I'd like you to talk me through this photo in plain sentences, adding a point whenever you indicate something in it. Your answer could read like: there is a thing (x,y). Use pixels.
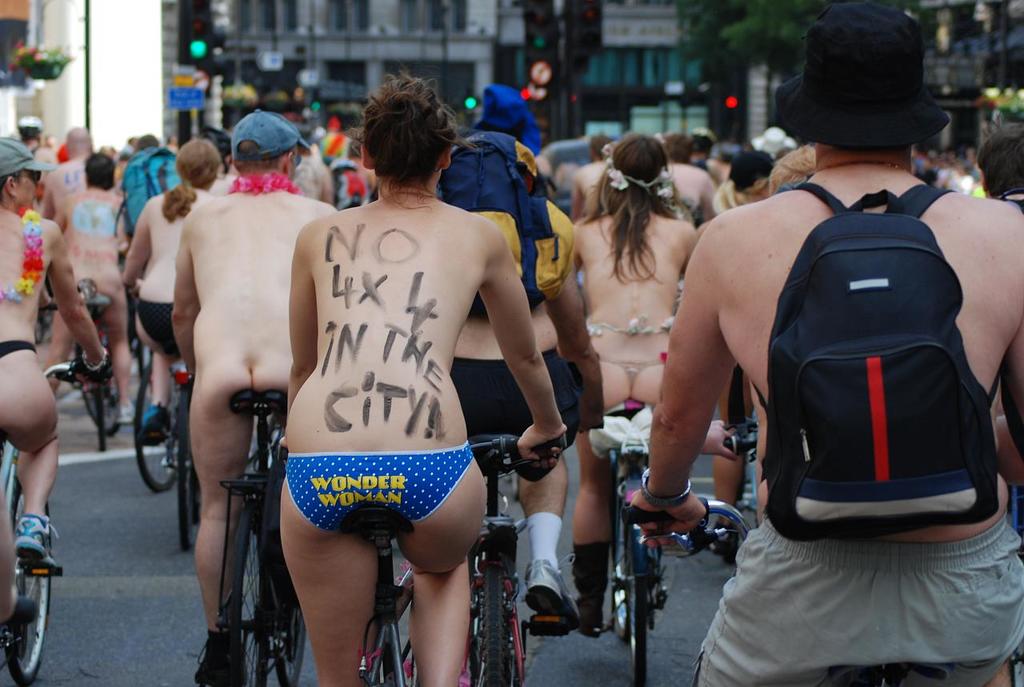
In this picture we can see a group of people (310,368) riding bicycles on road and in background (280,104) we can see buildings (489,32) with wall (302,52), windows (616,55).
